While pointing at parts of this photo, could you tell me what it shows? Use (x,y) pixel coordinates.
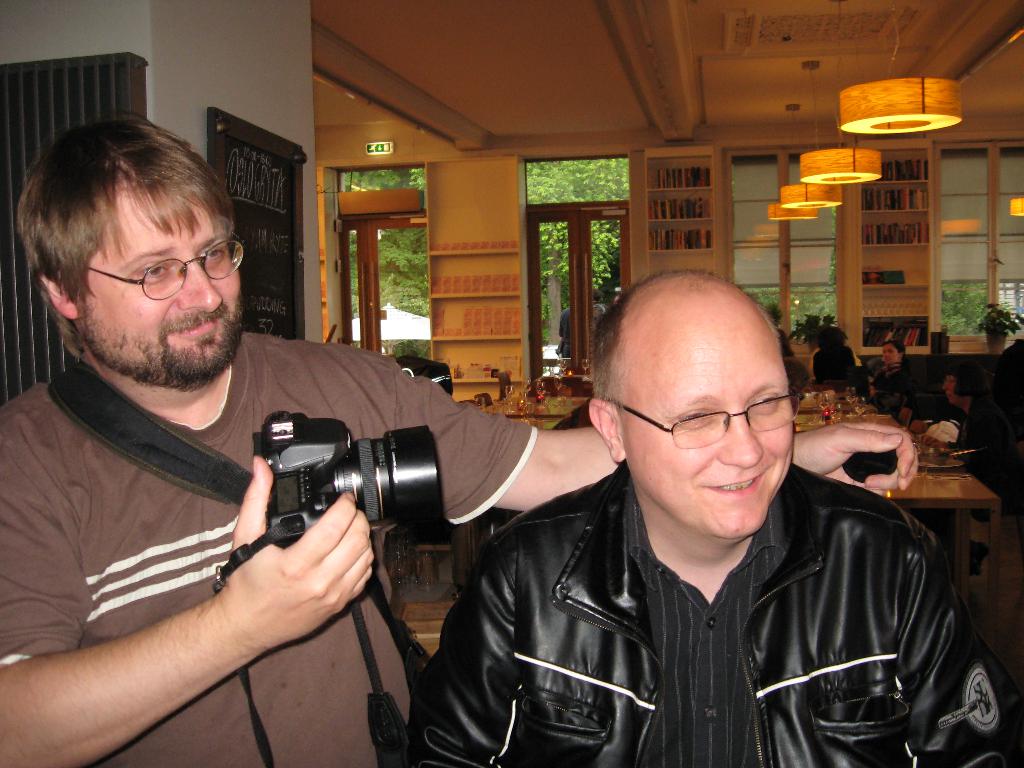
In this image i can see 2 persons (441,404), The person (515,602) on the right side (720,600) is wearing the black jacket (543,644) and the person (101,511) on the left side (96,523) is wearing a brown t shirt (119,535) holding a camera (334,459). In the background (504,209) i can see a wall (501,194), a light (860,172) and few people (971,436) sitting on the chairs (911,362) and trees (550,236).
